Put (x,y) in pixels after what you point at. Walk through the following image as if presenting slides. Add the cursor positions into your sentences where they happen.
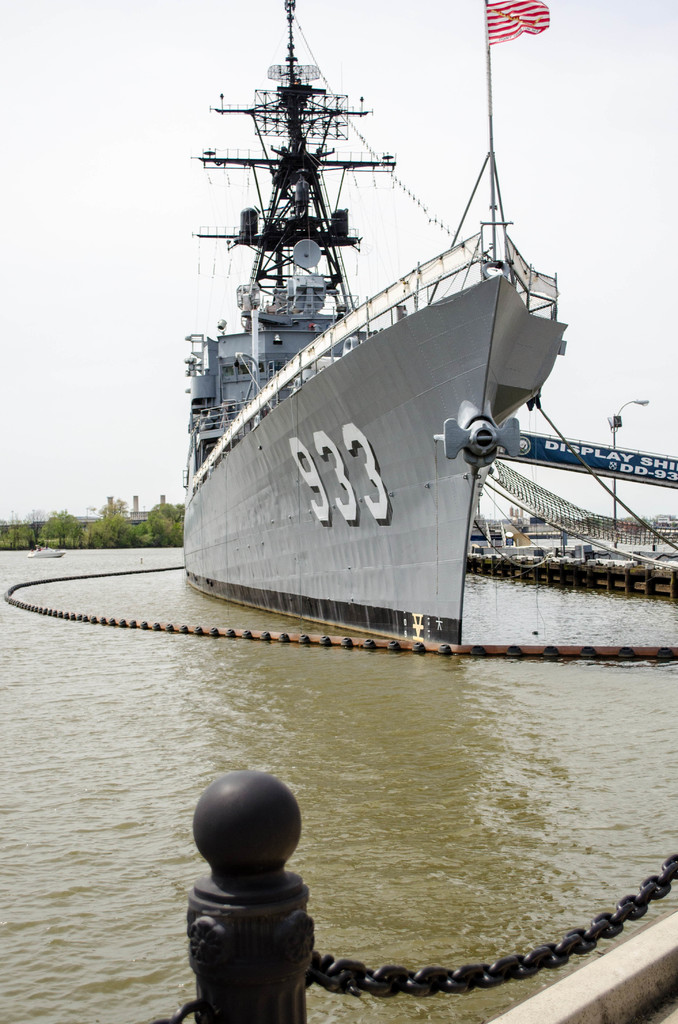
In this image we can see ship (272,371) on the water (333,721). Also there is a chain (391,967) with a pole (202,893). In the back (594,463) there is a banner (535,439) with text (586,454). Also there is a railing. And there is a flag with a pole (494,189) on the ship (448,299). In the back (175,490) there are trees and sky (495,107).
